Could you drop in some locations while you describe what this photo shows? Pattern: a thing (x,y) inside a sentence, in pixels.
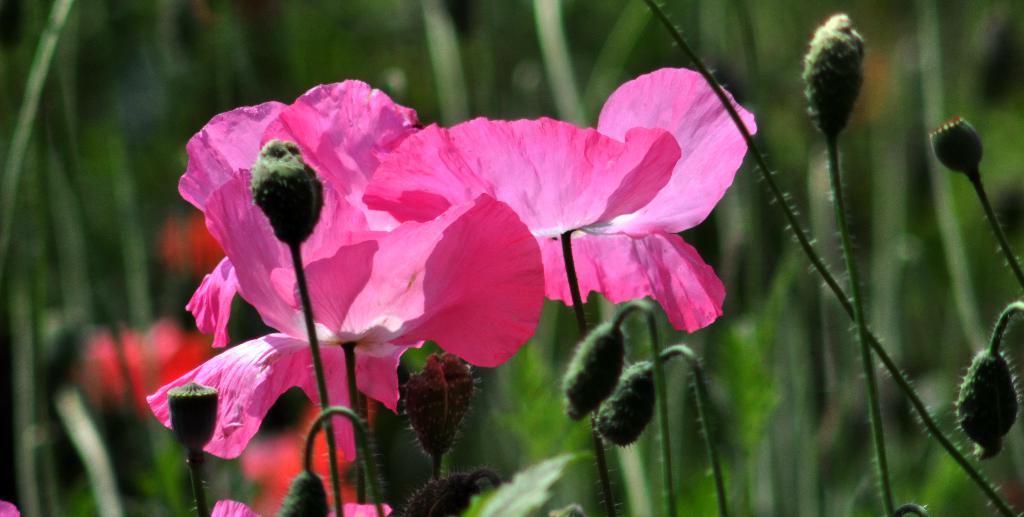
This image is taken outdoors. In the background (153,319) there are a few plants (900,288) with leaves (763,402) and stems (893,261). In the middle of the image (503,270) there are a few plants (404,387) with stems (660,384), leaves (556,472), buds (589,366) and flowers (370,363). Those flowers (268,337) are pink in color.
